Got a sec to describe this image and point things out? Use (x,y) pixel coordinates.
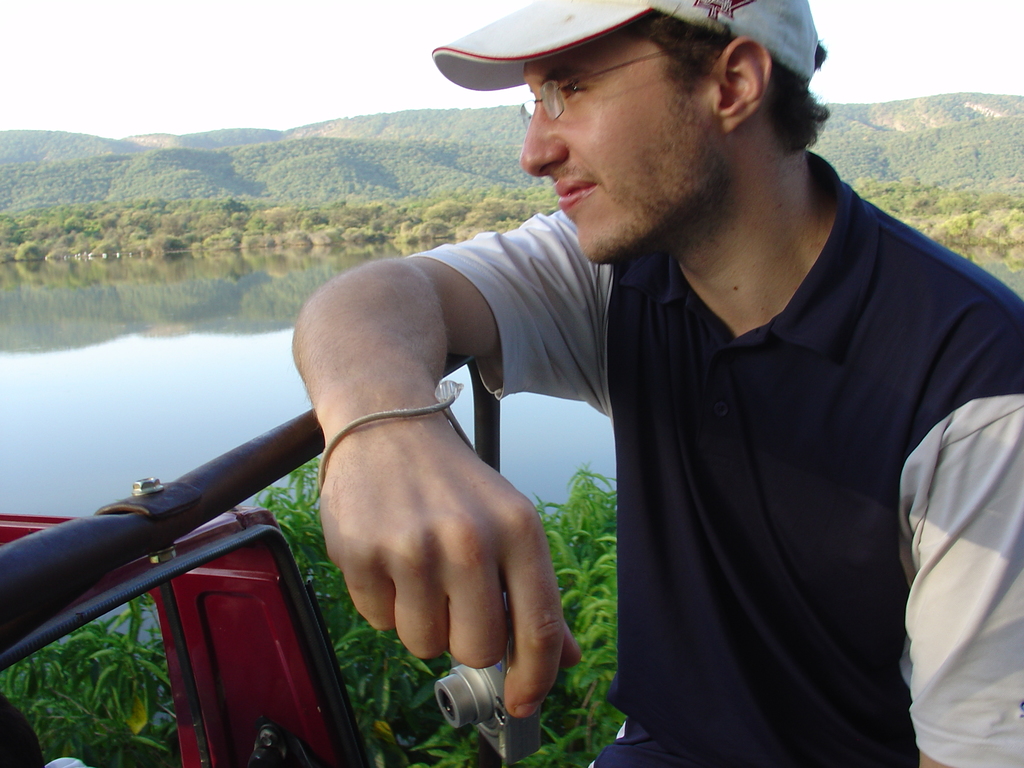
In the image there is a man (522,680) standing and he is holding a camera (471,667) in his hand (412,508), behind the man (340,389) there are some plants (186,229) and there is a water surface (61,416) in between those plants (238,218), in the background (103,149) there are some mountains (118,153).
